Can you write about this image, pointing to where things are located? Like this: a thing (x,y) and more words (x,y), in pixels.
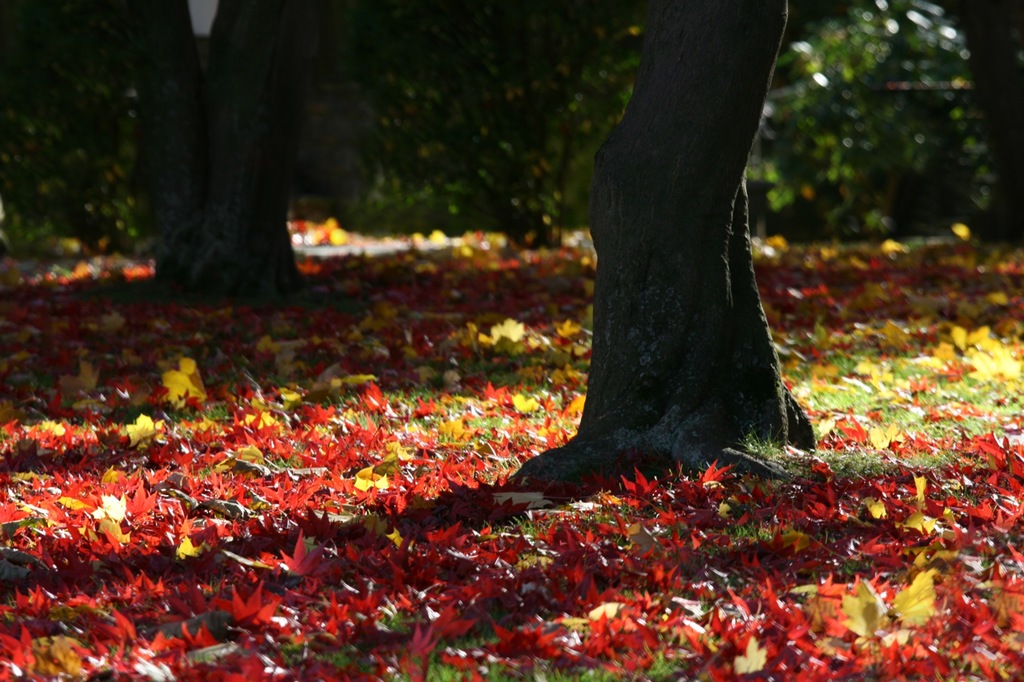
In this image we can see trees (519,179). At the bottom of the image (492,548) there are leaves (421,532) on the grass (558,624).
